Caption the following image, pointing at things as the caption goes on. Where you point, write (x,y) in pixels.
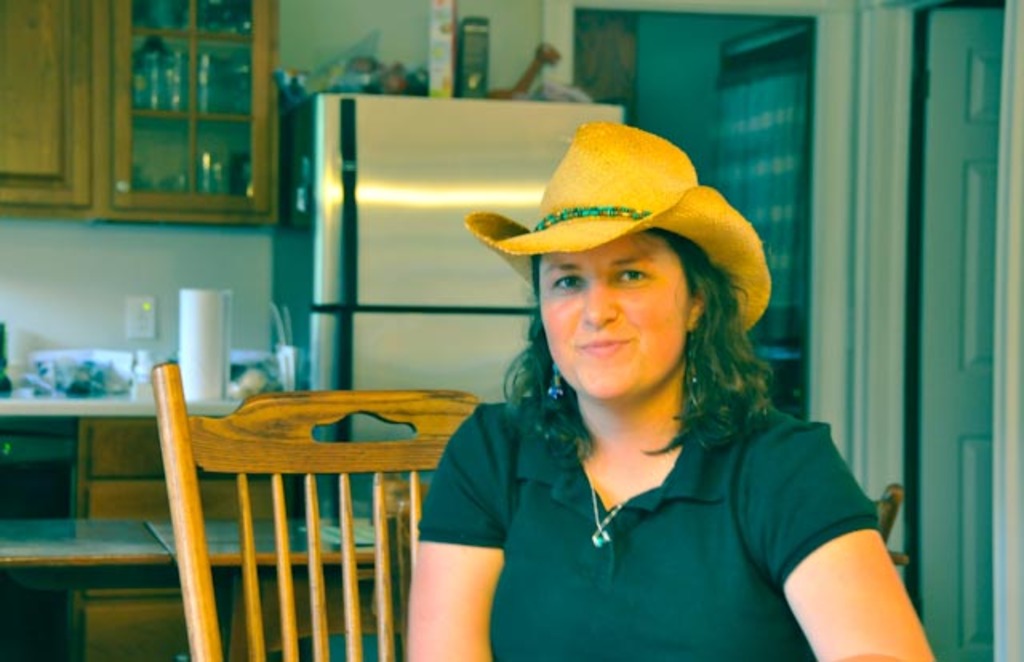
In this image I can see a woman (617,394) wearing the hat (565,228) and she is smiling. To the back of her there is a chair (312,451). In the background (352,186) there is a refrigerator (416,251) and there are some objects (436,55) on it. To the left (151,74) there is a cupboard (185,163). and some objects (34,386) on the table (82,412). To the right (954,278) there is a door (959,312).
